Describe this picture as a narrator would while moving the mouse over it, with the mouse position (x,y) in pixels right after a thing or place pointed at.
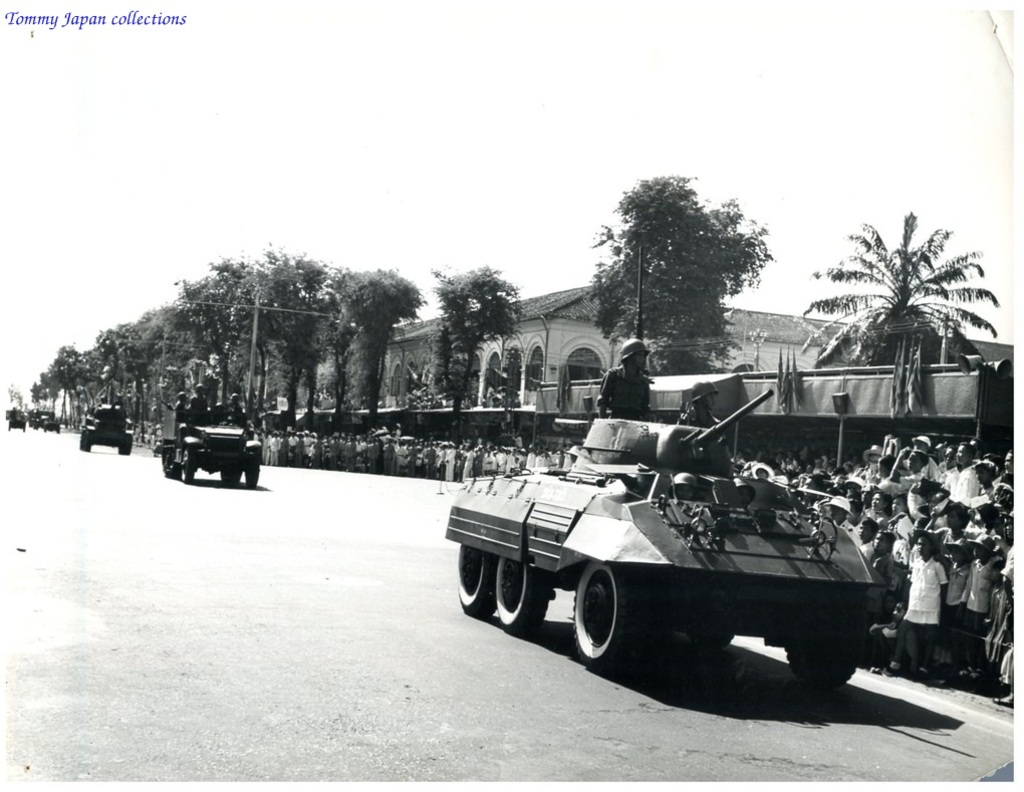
This is a black and white image. In the center of the image (615,411) we can see some persons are sitting in the vehicles (489,513). In the background of the image (584,340) we can see a group of people (958,563) are standing and also we can see trees (477,324), building (567,333), shed (807,415). At the bottom of the image (413,687) we can see the road (447,679). At the top of the image (437,86) we can see the sky (496,140).
